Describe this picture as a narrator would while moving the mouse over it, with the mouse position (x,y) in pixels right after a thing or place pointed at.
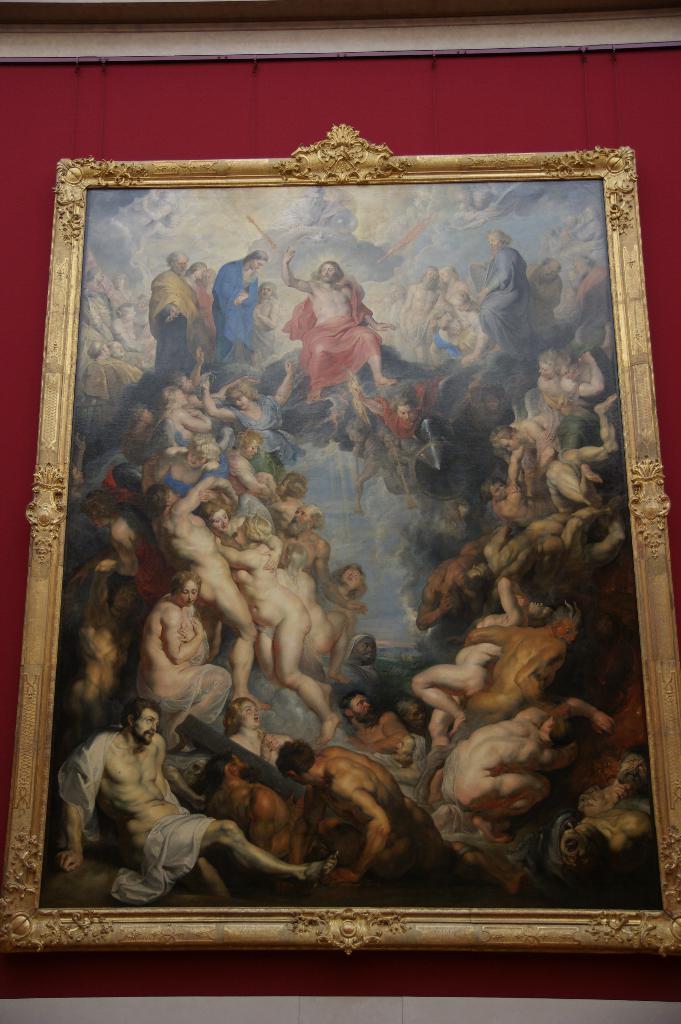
In this image there is a frame (297,533) of many people (285,642) is hanging on the wall (222,122).
